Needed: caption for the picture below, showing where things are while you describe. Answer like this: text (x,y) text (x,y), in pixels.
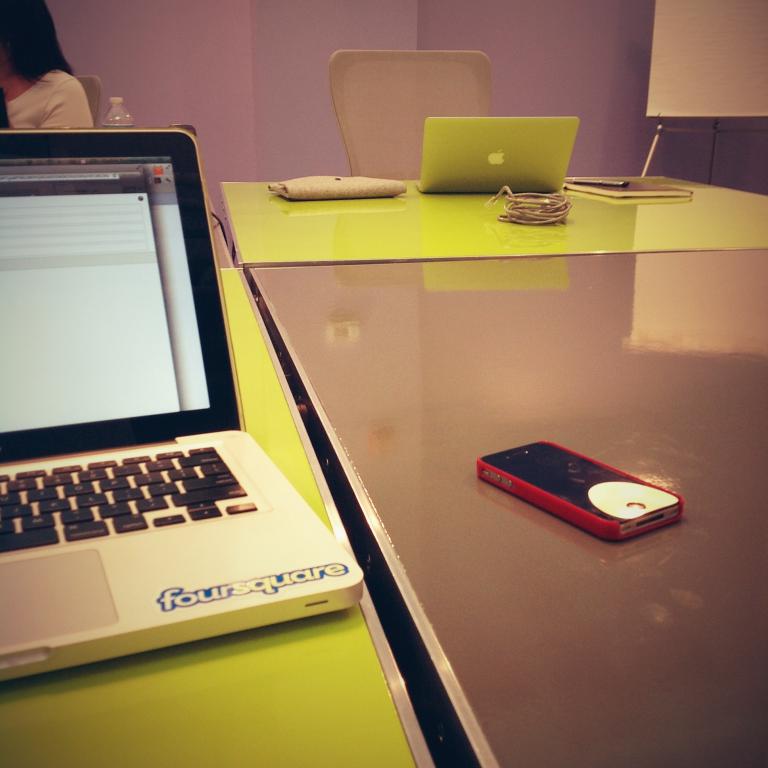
In this image, There is a table (697,476) which is in green color, There is a laptop (99,610) which is in white color, In the right side (532,166) there is a laptop (449,166) which in green color and there is a cell phone (542,510) kept on the table (662,556) which is in red color, In the background (42,97) there is a woman (31,105) sitting and there is a purple color wall (241,44).
